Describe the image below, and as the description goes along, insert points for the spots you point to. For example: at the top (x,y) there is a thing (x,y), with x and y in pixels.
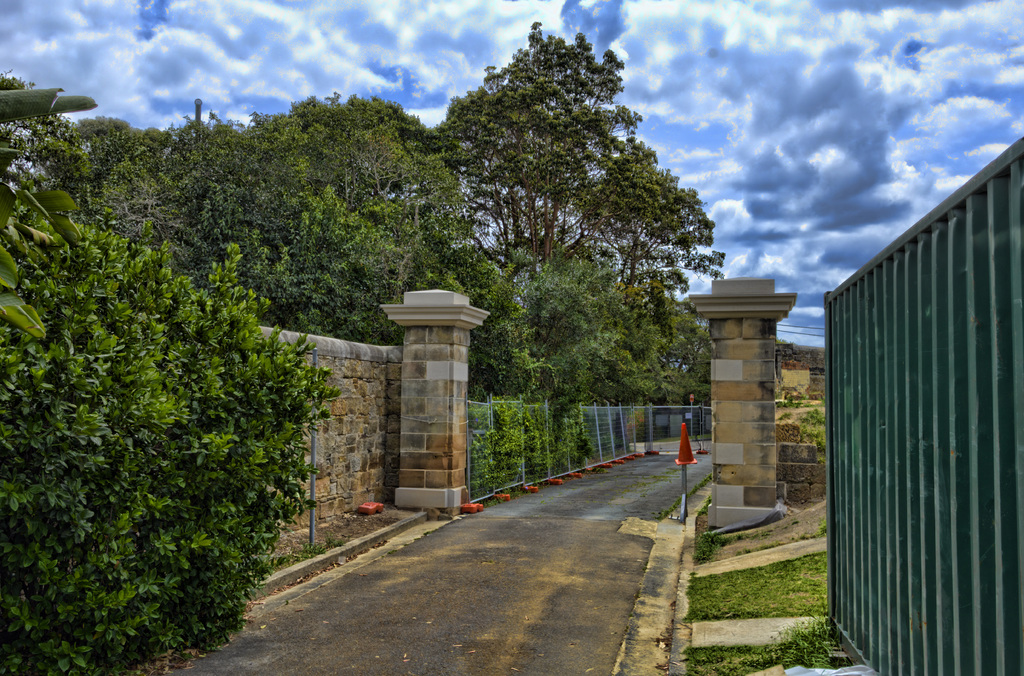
In the middle (629,412) we can see road (546,607), fence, poles (445,455) and wall (321,446). In the background (293,245) there are trees (334,145) and clouds (429,37) in the sky (462,57). On the right (782,425) there is a container box (884,613) on the ground (786,628), wall (817,362) and grass (753,606) on the ground (657,551).
